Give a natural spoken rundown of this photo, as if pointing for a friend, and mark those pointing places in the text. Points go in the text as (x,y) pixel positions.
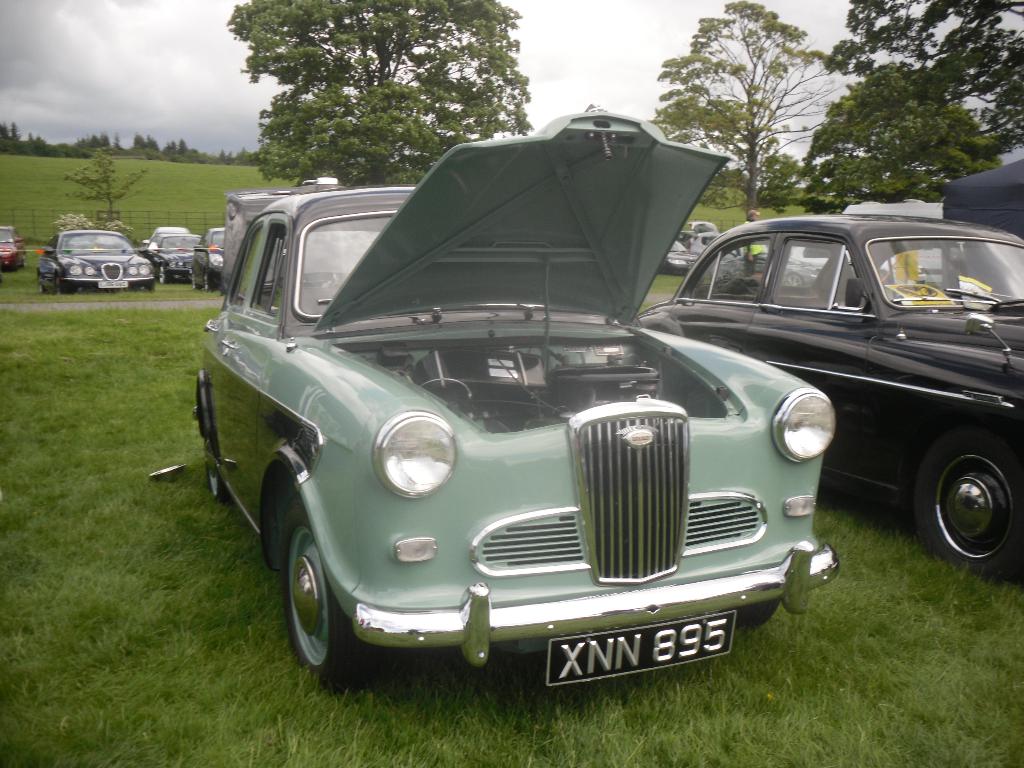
In the foreground (465,410), I can see fleets of vehicles (537,435) on grass (148,564). In the background (512,37), I can see a fence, trees (330,124) and the sky (15,48). This picture might be taken in a park (927,604).
